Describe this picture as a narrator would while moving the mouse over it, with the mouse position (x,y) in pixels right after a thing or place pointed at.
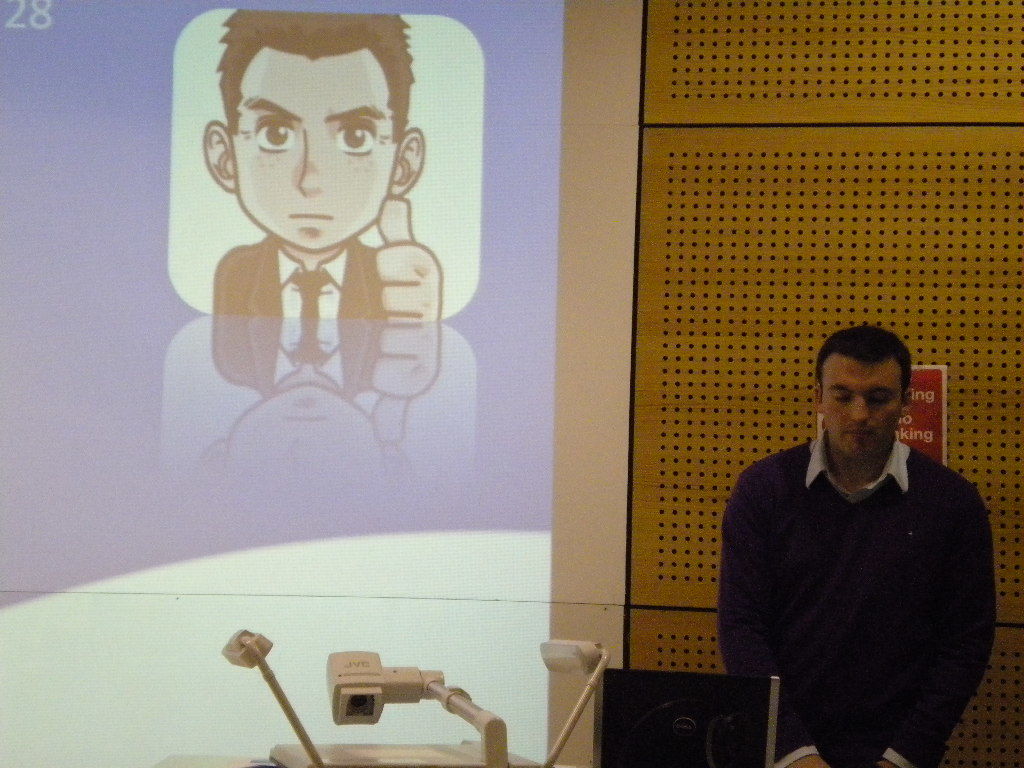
In this image I can see a man (841,598) is standing. Here I can see a projector screen (344,288). On the screen (322,216) I can see cartoon image (326,254) of a man (296,185). Here I can see some white color objects (447,704).
